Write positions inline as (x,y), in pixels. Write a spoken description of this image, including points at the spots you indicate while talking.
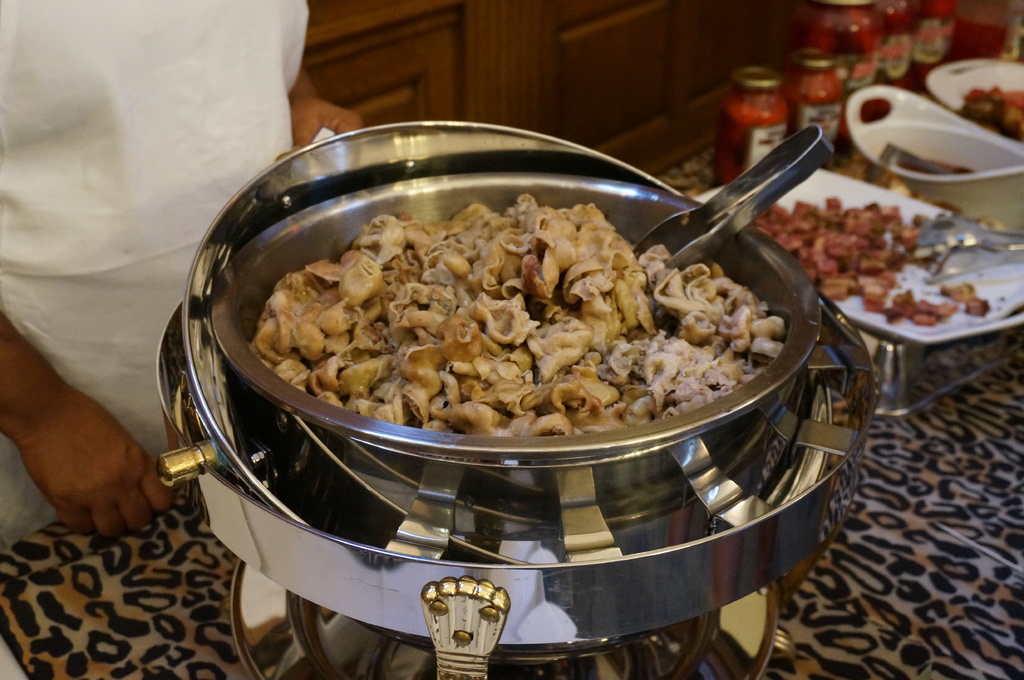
In this image we can see a person (123,100) standing on the floor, pet jars (732,103), serving plates (963,118) which consists of food (885,218) and tongs (708,225) in them.
